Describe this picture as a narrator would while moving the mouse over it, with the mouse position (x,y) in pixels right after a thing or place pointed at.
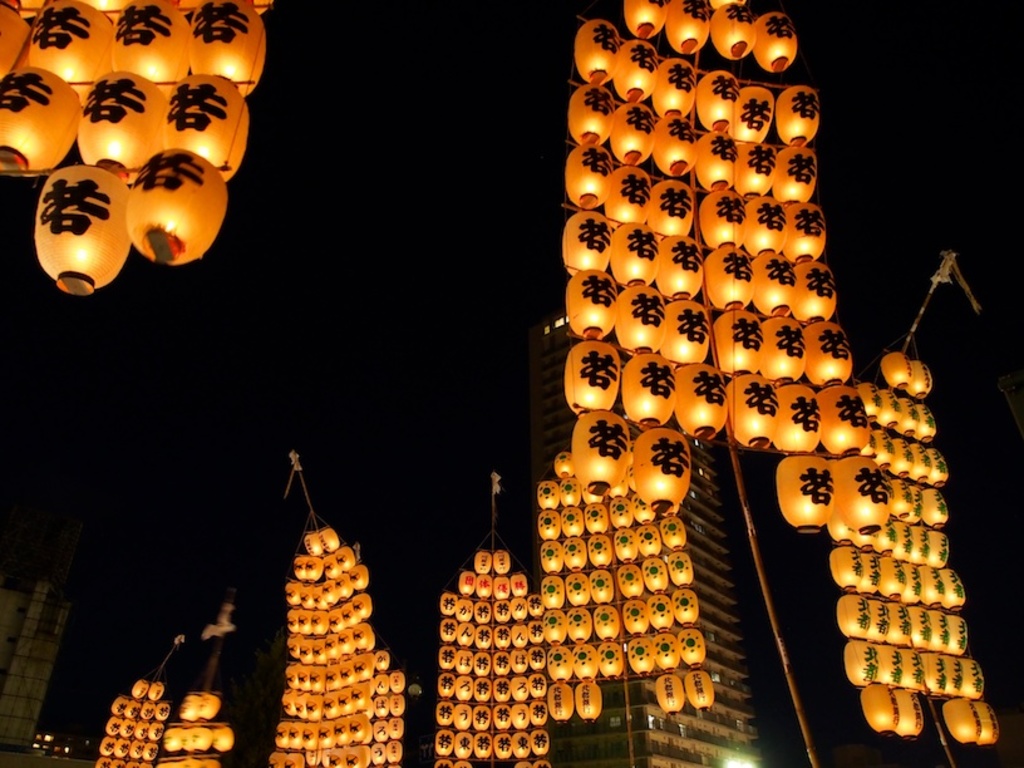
In this image, we can see lanterns (80,36) to the stand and there are buildings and lights (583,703) and the background (244,318) is dark.
